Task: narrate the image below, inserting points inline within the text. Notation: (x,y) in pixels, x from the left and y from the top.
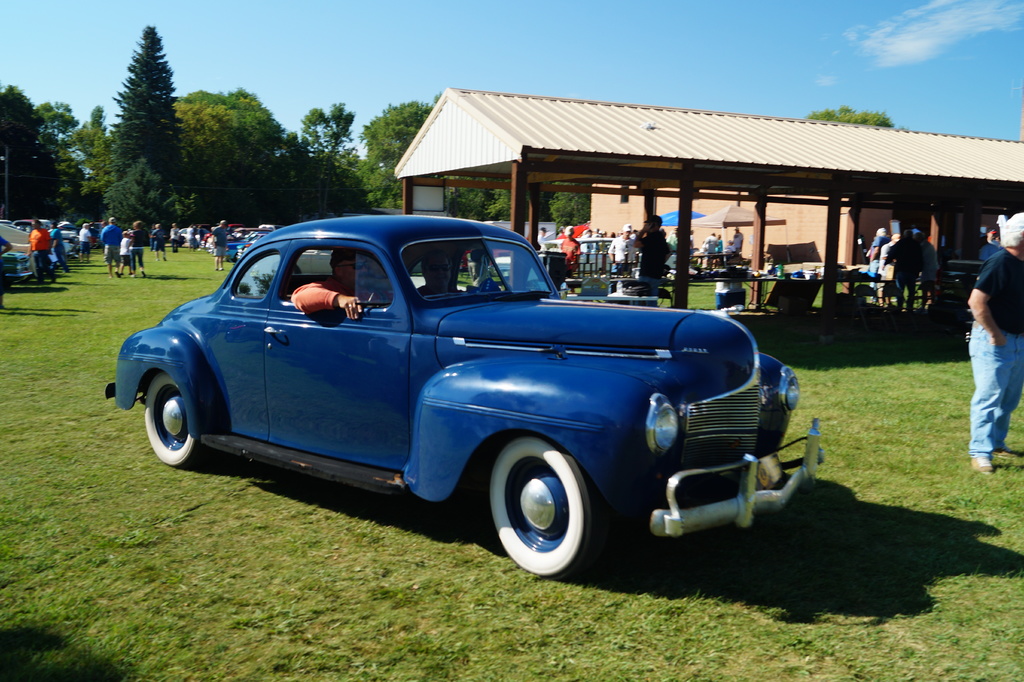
In this picture we can see two people (356,311) in a car (524,492). There is some grass (338,500) on the ground (197,496). We can see a few people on the path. There is a shed (690,118). We can see some people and a few objects (726,268) on the table (753,271) in the shed (682,228). We can see some vehicles (13,232) on the left side (26,252). There are a few trees (70,208) and a building (628,214) in the background (773,238). Sky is blue in color.
